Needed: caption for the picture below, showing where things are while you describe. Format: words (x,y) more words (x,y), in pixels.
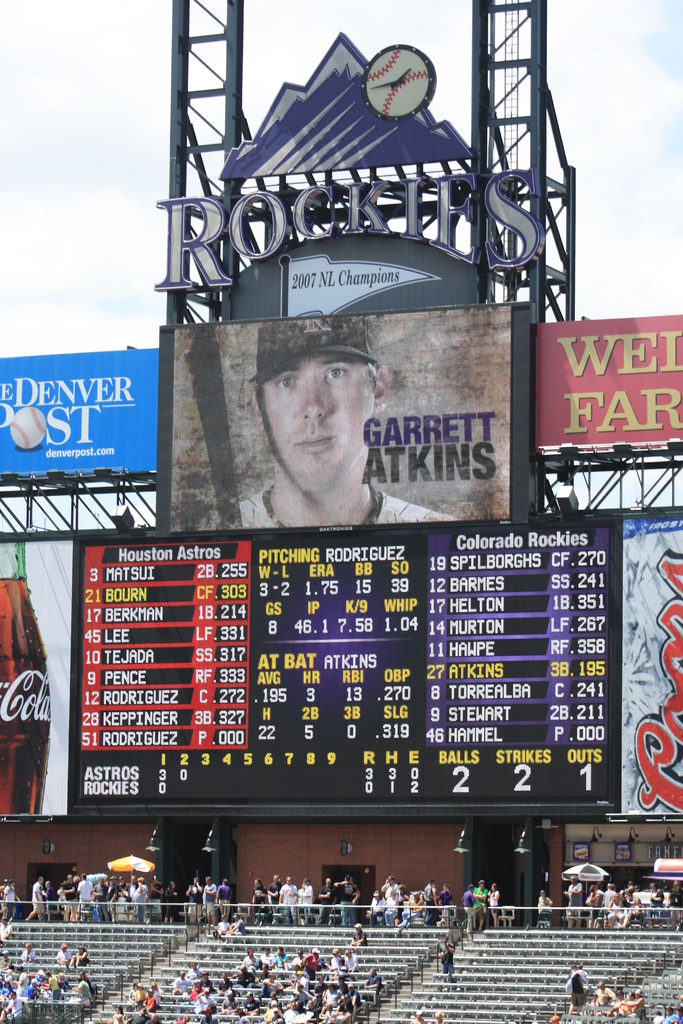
In this picture we can see the baseball scoreboard (318,754). On the top (277,140) we can see the banner (275,235) on the metal frame (180,74). In the bottom side (239,1000) we can see the stadium seat (268,931) with audience (259,967), sitting and enjoying the game.
